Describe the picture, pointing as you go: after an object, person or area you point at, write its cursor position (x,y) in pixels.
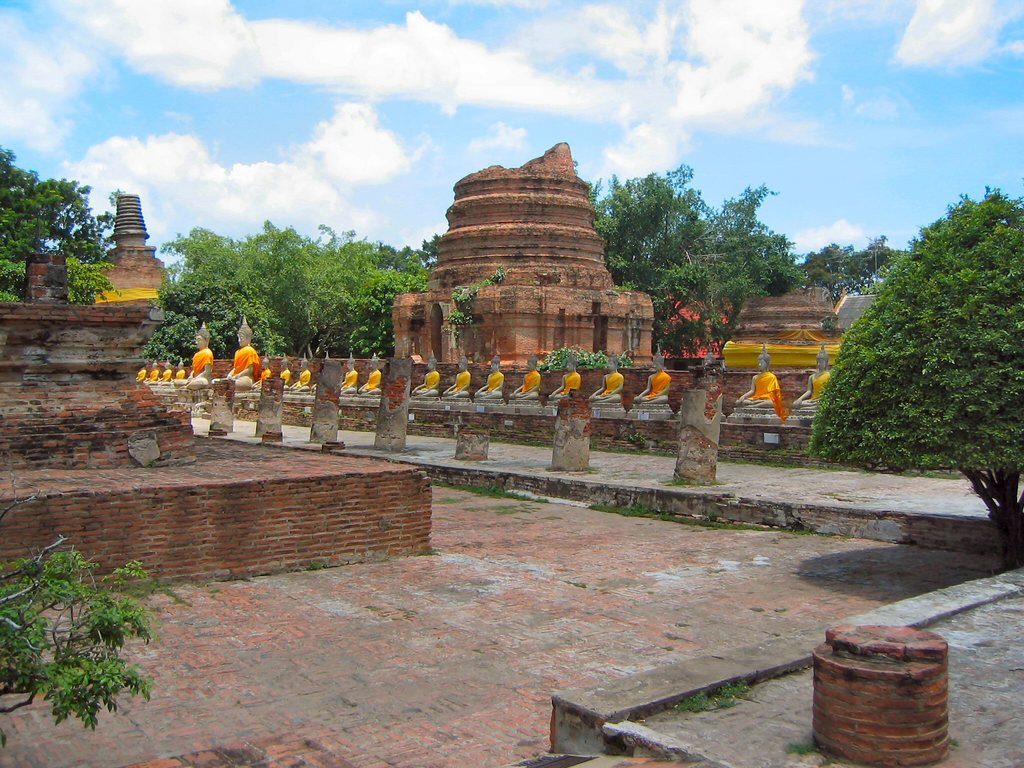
In this image in the middle (451,375), there are trees (328,343), fort (585,281), wall (293,371), statues (620,397), stones (406,394) and floor (640,619). On the top (563,120) there is a sky (563,120) and clouds (331,69).
